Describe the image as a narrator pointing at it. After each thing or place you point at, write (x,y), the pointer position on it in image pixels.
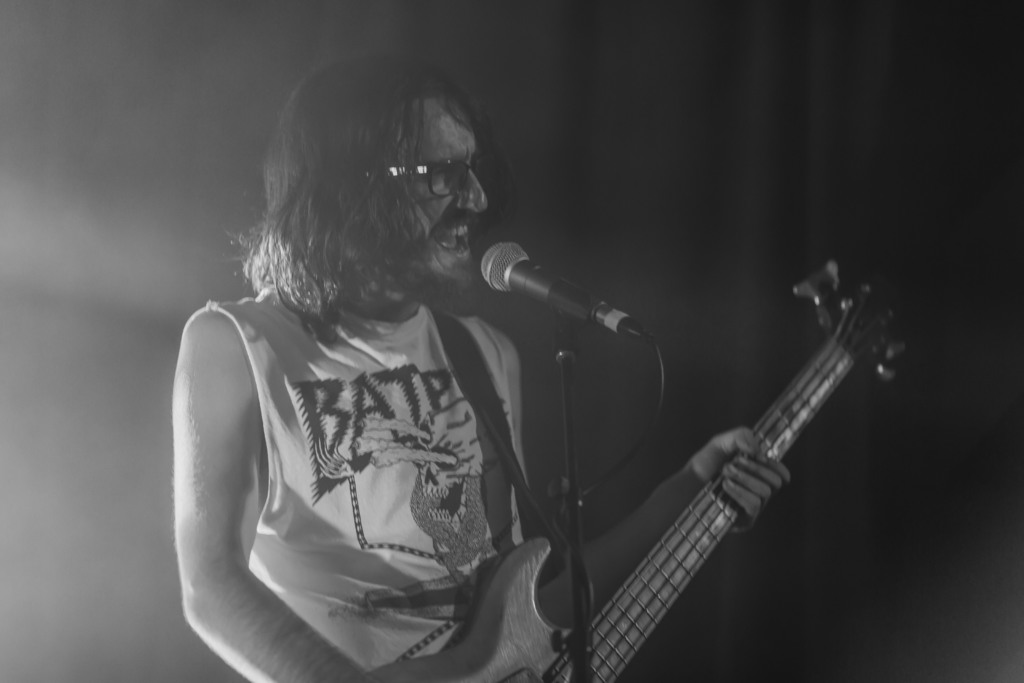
In this picture we can see man (258,328) wore spectacle (455,180) holding guitar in his hand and playing it and singing on mic (489,263) and in background (857,160) it is dark.
